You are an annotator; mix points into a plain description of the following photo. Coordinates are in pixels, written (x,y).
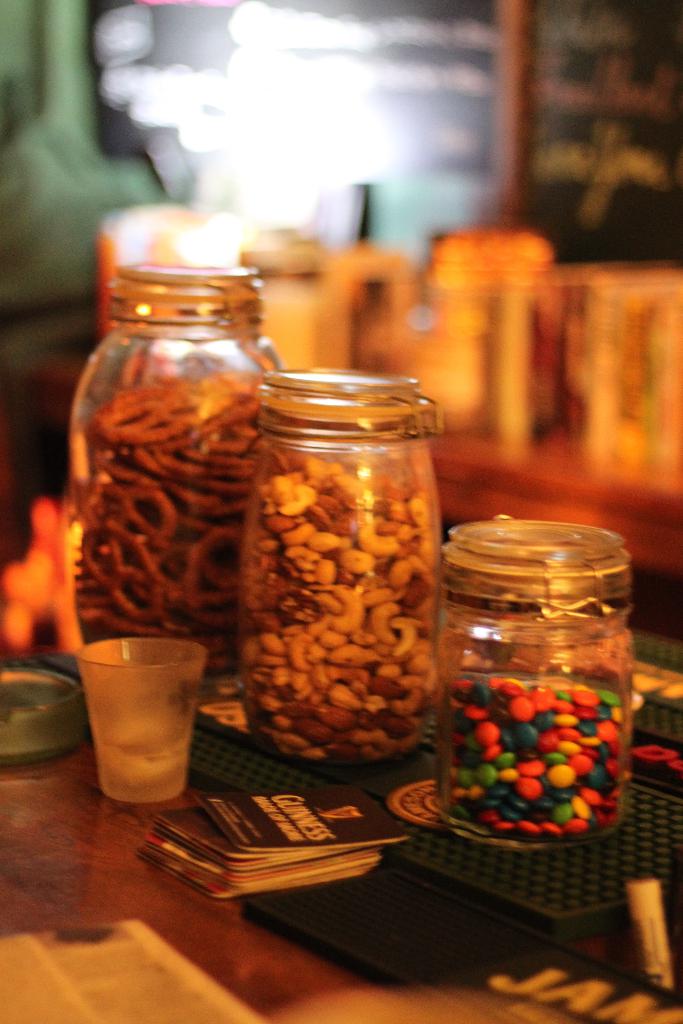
In this picture I can observe some glass jars (490,622) placed on the table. I can observe some food (147,634) in these jars (135,632). The background (449,253) is blurred.
